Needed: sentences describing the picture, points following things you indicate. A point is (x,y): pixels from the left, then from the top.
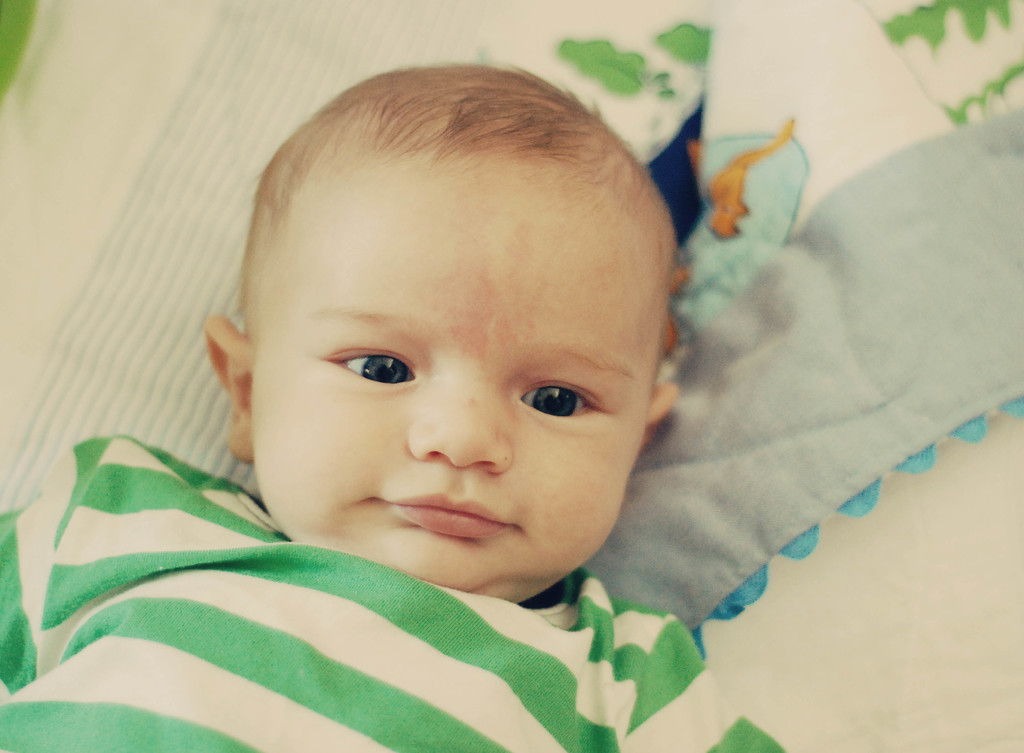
In the image there is a baby (417,403) in white and green striped t-shirt (326,615) laying on bed (689,219).
